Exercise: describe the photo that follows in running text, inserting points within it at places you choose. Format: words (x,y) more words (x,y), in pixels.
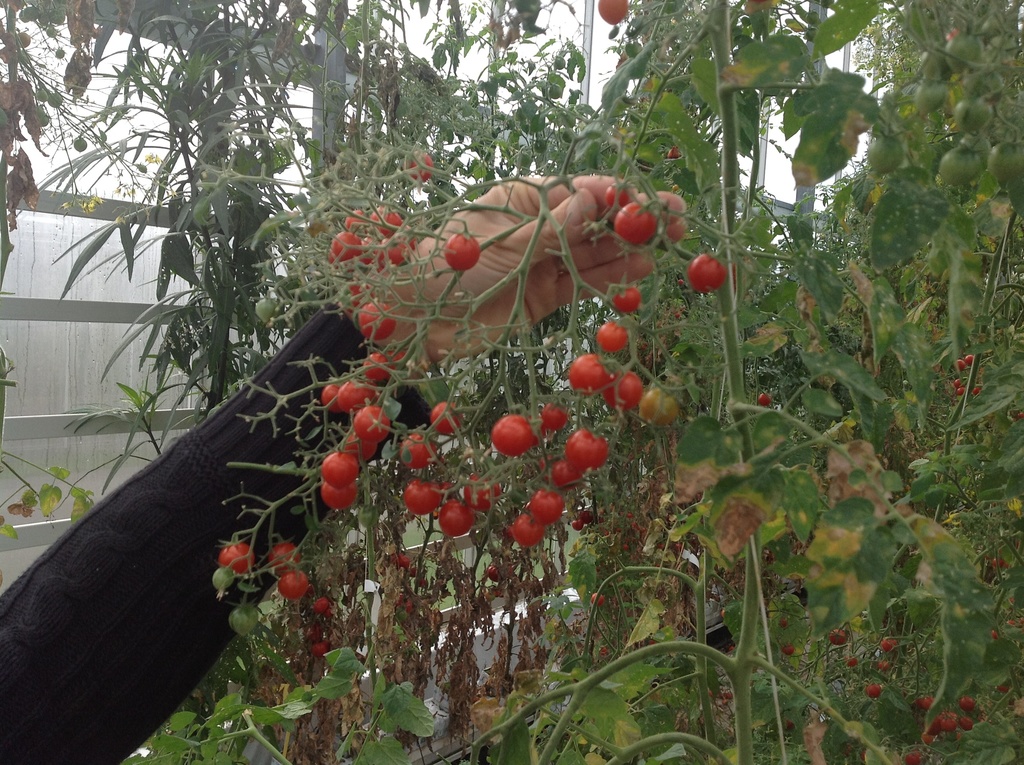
In this image, we can see tomatoes (584,435), plants (640,366), stems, leaves (1018,369) and dry leaves (492,612). Here a person hand (571,208) is holding a plant stem (535,244). Background (104,342) we can see glass object (130,299).
